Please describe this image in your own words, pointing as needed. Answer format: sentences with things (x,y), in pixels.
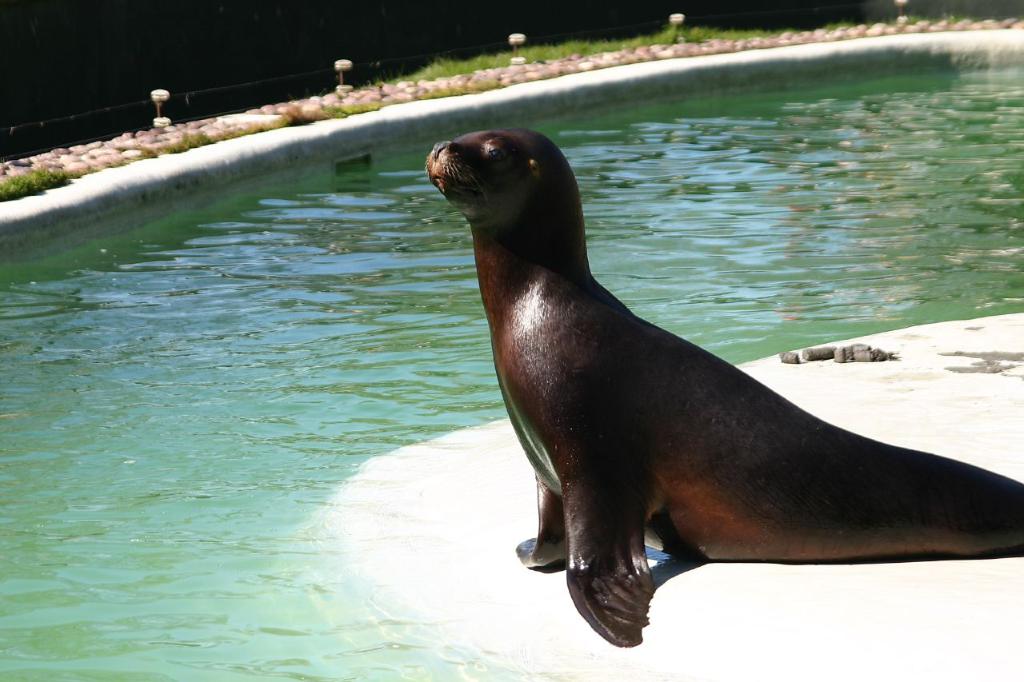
This image is taken outdoors. At the bottom of the image (278,563) there is a pond (236,345) with water (822,167). On the right side of the image (1012,472) there is a ground (958,560) and there is a seal (465,172) on the ground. In the background (91,166) there are a few pebbles (79,170) and grass (36,183) on the ground (55,168).
